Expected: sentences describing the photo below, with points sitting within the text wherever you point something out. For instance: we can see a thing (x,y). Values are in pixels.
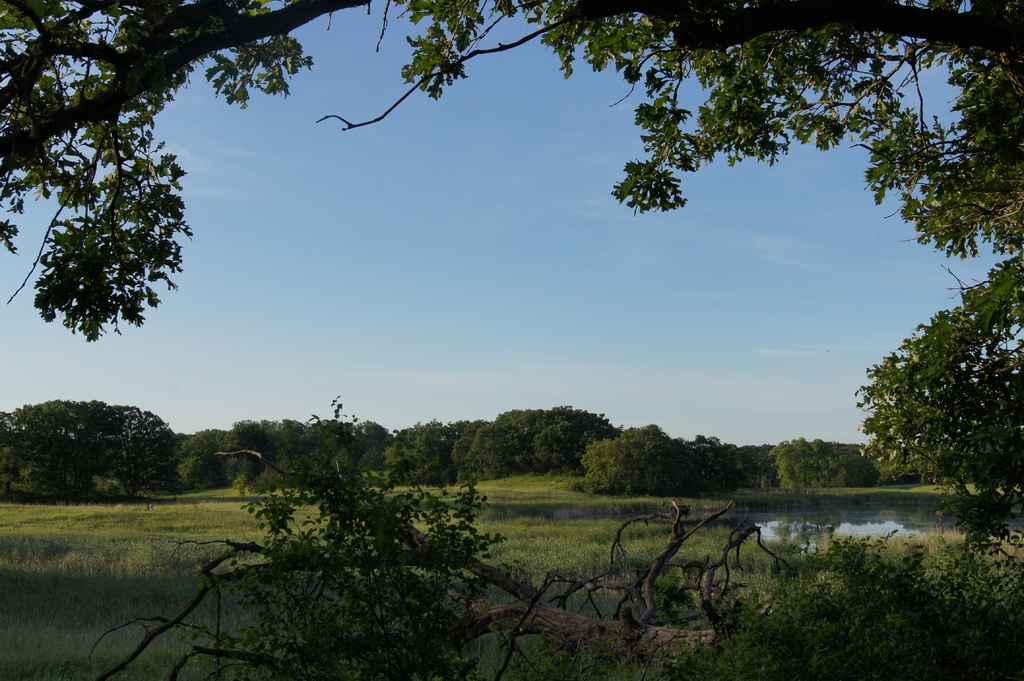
In this image we can see a group of trees (111,149), grass (186,586) and water (863,505). In the background (675,319), we can see the sky (335,302).
